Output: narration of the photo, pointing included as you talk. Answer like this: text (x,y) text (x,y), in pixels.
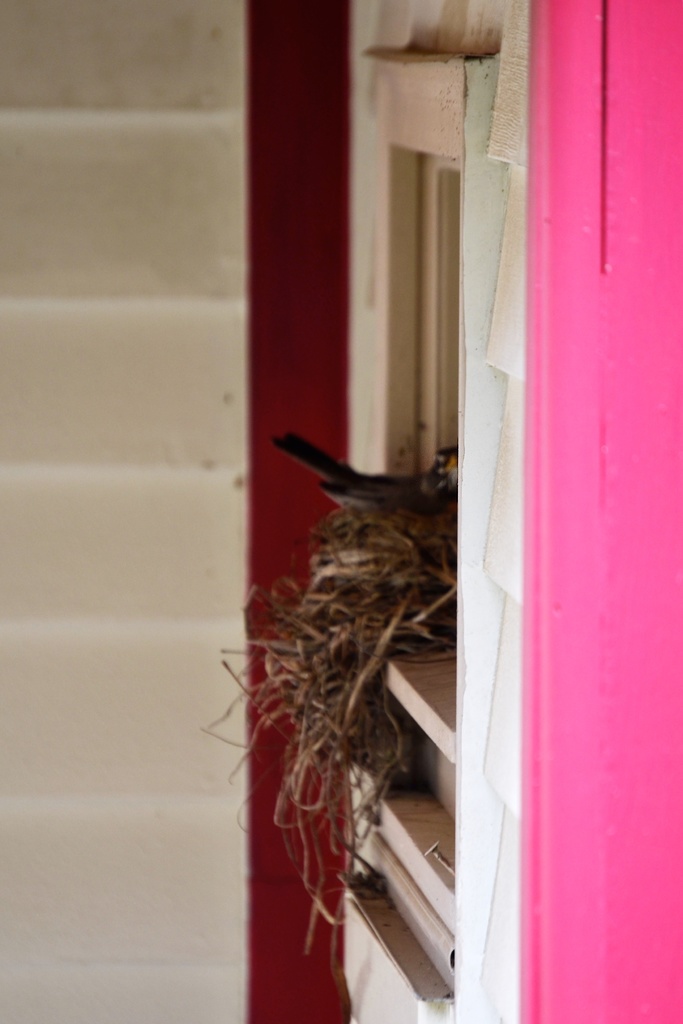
In this image we can see a bird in a nest (358,551) which is on the window (441,711) and at the right side of the image (606,985) the wall (604,976) is painted with pink.
